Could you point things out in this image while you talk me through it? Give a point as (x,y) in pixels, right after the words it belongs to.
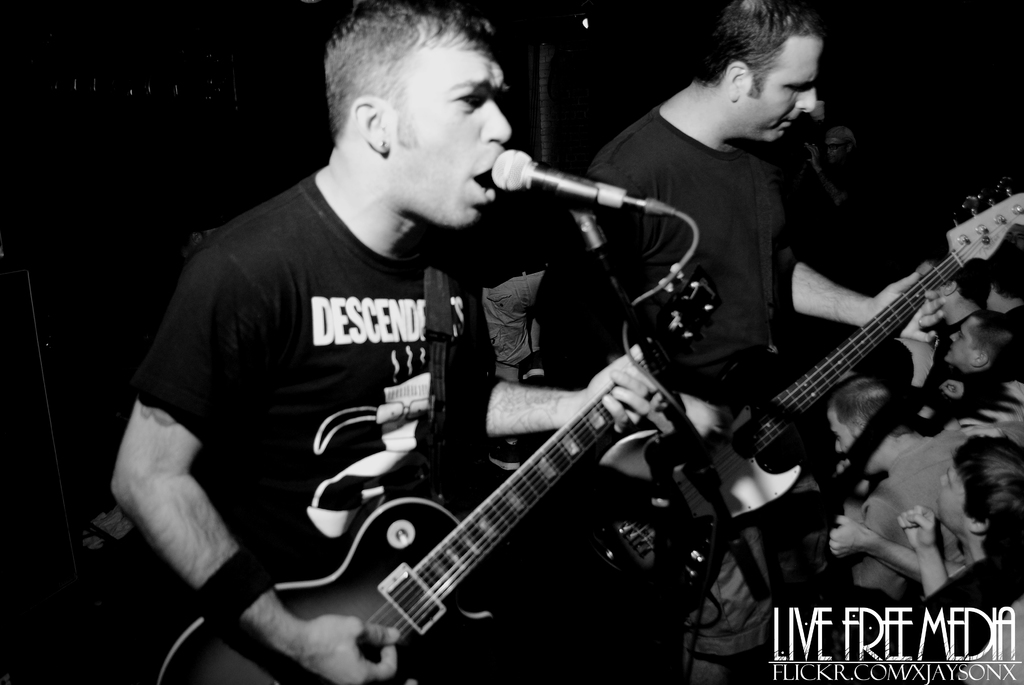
In this image i can see two persons (355,320) wearing t-shirts (661,262) standing and holding guitars (631,446) in their hands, I can see a microphone (539,173) in front of a person (473,174), to the right bottom of the image (875,532) I can see few people (907,540). In the background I can see a light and a person (827,181).
